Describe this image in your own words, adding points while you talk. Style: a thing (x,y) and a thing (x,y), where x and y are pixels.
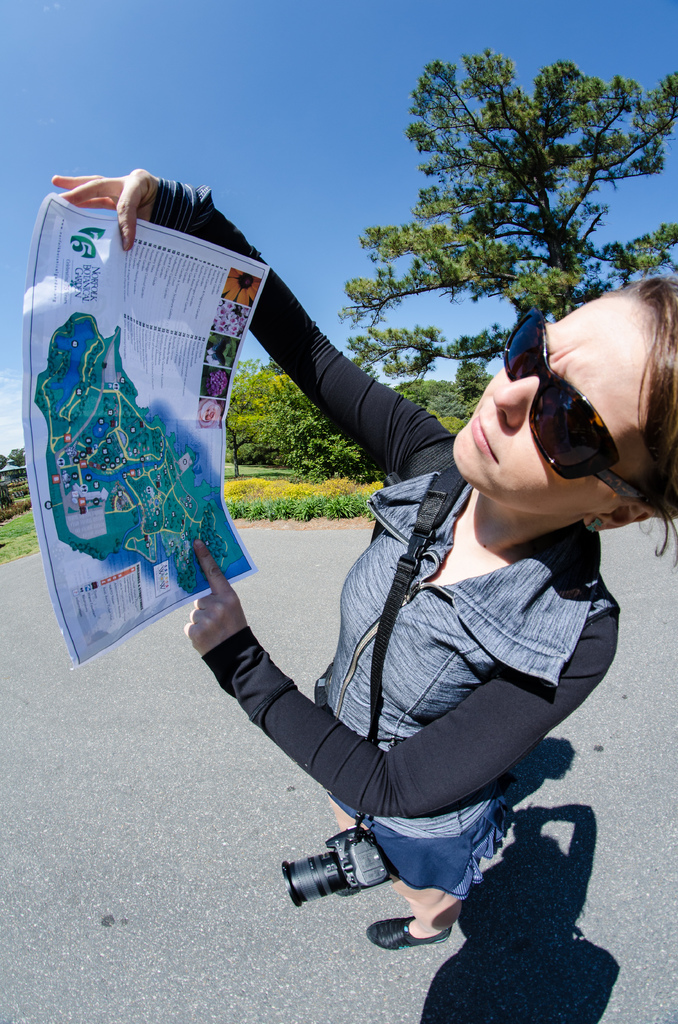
In this image a lady (454,594) is standing wearing sunglasses (581,427), jacket (555,559). She is carrying a camera (329,871) and holding a paper (141,523). In the background (394,205) there are trees (547,278), sky (286,133).
